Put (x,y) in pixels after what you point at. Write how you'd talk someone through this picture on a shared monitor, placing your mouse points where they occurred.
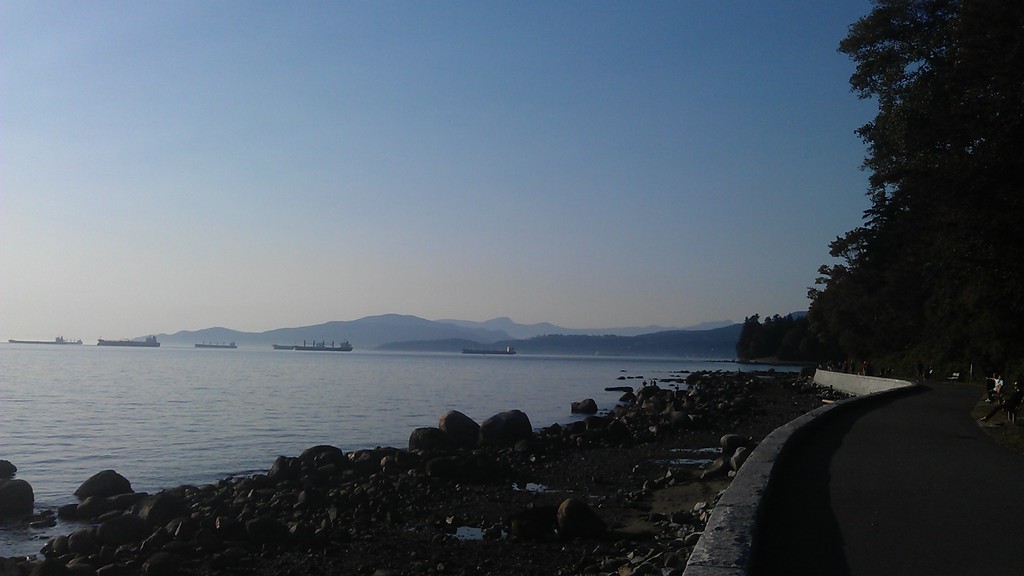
This image is taken outdoors. At the top of the image (359,189) there is the sky (386,192). In the background (488,335) there are many hills (392,331). There are few boats (151,344) on the river (171,350). In the middle of the image (600,376) there is a river (199,414) with water (353,392). There are many rocks (307,492) and stones (260,514) on the ground (310,542). On the right side of the image (824,340) there are many trees (960,282) and there is a road (966,462).
